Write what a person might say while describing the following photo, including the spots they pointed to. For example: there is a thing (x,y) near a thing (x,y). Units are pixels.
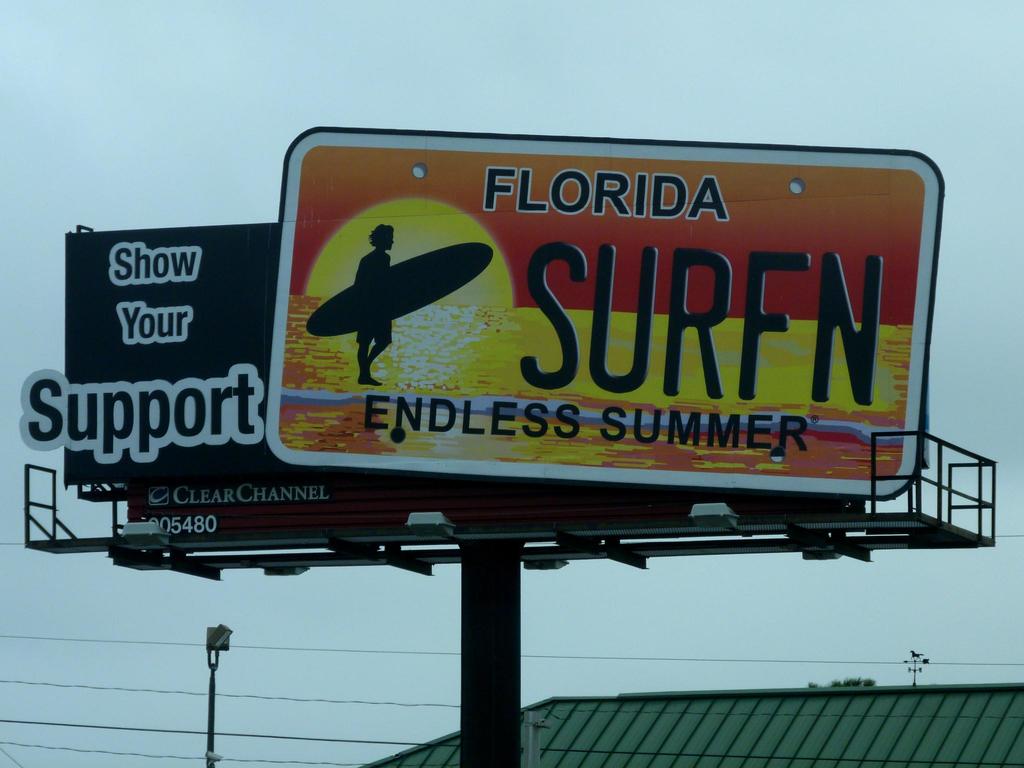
This image is taken outdoors. At the top of the image (245,120) there is the sky (841,113). At the bottom of the image (778,723) there is a roof (762,711). There is a pole (210,691). There are a few wires (793,662). In the middle of the image (431,477) there are a few boards (262,397) with a text (176,327) on them and there is an image (374,289) of a man (381,268) holding a surfing board (389,285) in his hand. There is a pole (484,603) with a few iron bars (523,535).
